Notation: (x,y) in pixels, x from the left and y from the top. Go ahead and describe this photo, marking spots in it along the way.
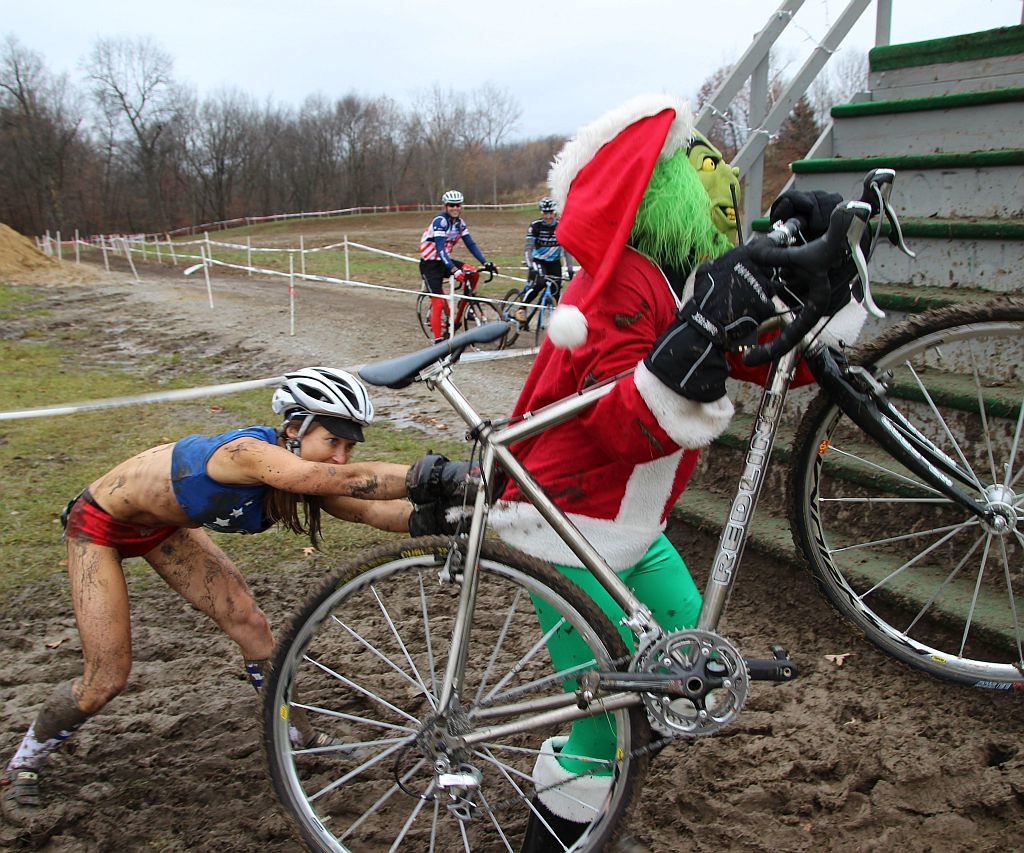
There are four people (434,485) and bicycles (536,566) are present at the bottom of this image (396,651). We can see a fence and trees (244,203) in the background (30,165) and the sky (398,48) at the top of this image (473,45). The stairs (932,216) are on the right side of this image (870,130).
